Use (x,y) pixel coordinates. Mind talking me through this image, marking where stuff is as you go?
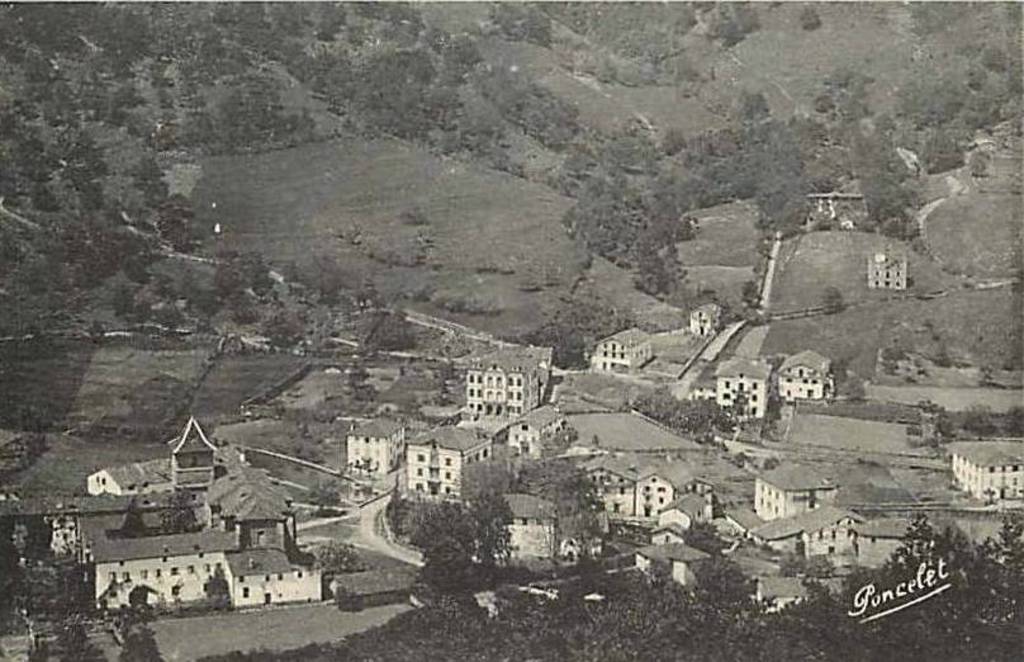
This is a black and white image and here we can see buildings (531,544), trees (734,415), roads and we can see some text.
